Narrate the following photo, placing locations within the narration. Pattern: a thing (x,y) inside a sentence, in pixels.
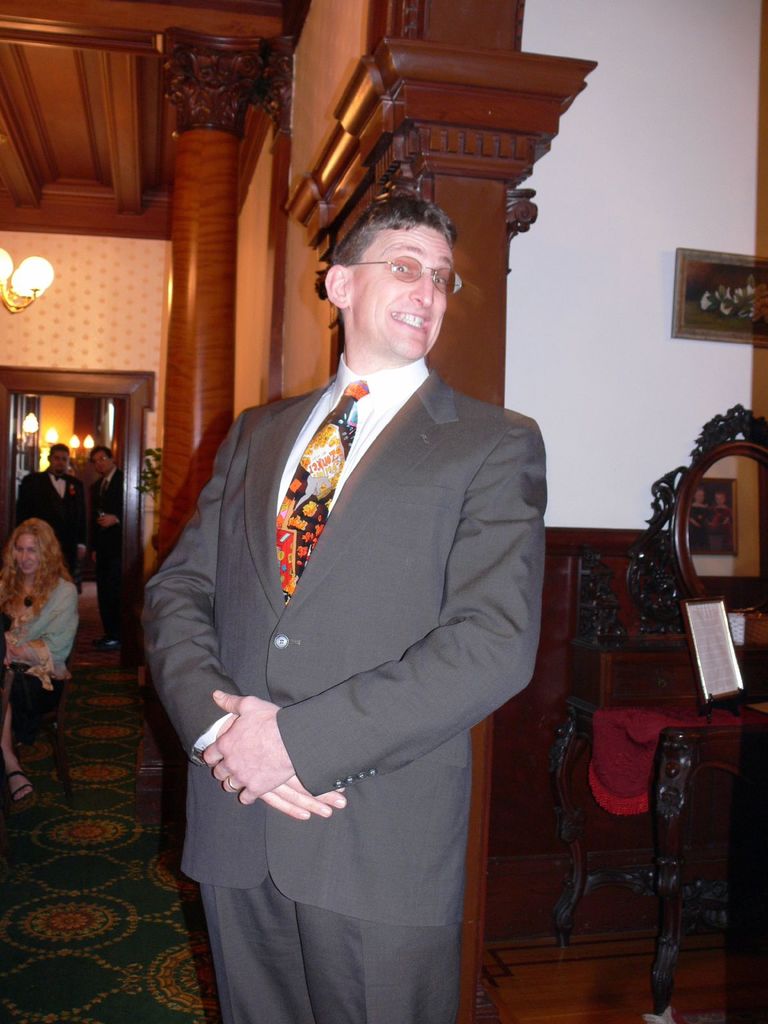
In the center of the image (380,420) we can see a man (377,379) standing and smiling. On the right (687,650) there is a mirror (724,441) and a table (686,896). On the left (51,635) there are people (51,575). In the background (107,281) there is a wall (539,219), lights (20,282) and a wall frame (759,298) placed on the wall (596,465).
